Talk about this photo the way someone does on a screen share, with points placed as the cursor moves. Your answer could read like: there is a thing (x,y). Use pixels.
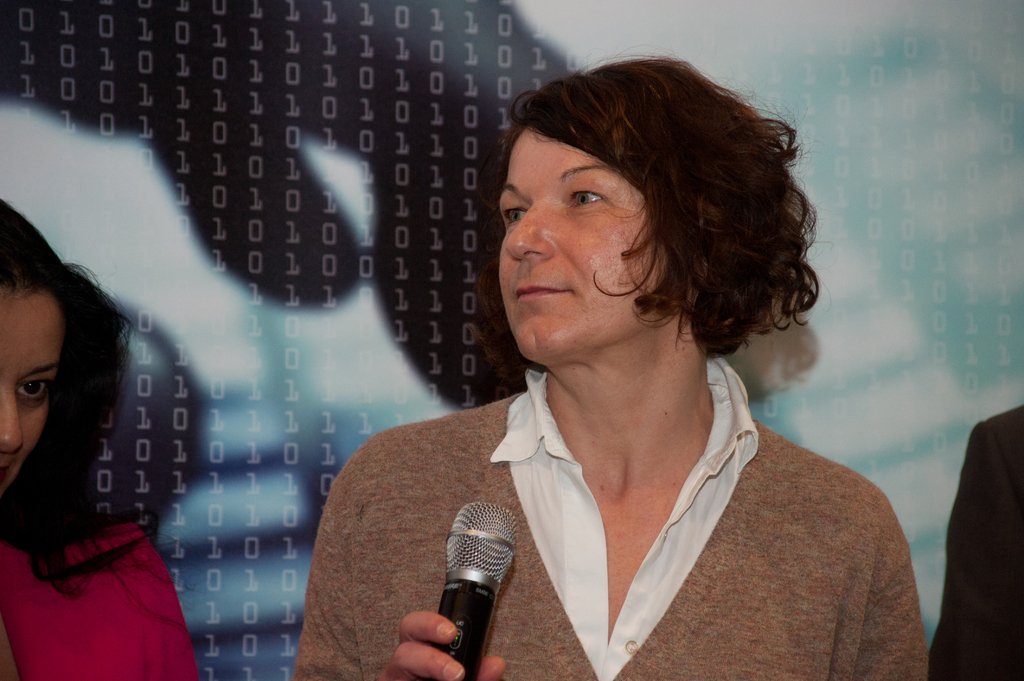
This picture shows a woman (595,448) holding a mic (474,583) in her hand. In the left side (74,497) there is another woman (59,493) standing. In the background (187,429) there is a screen (339,156).
